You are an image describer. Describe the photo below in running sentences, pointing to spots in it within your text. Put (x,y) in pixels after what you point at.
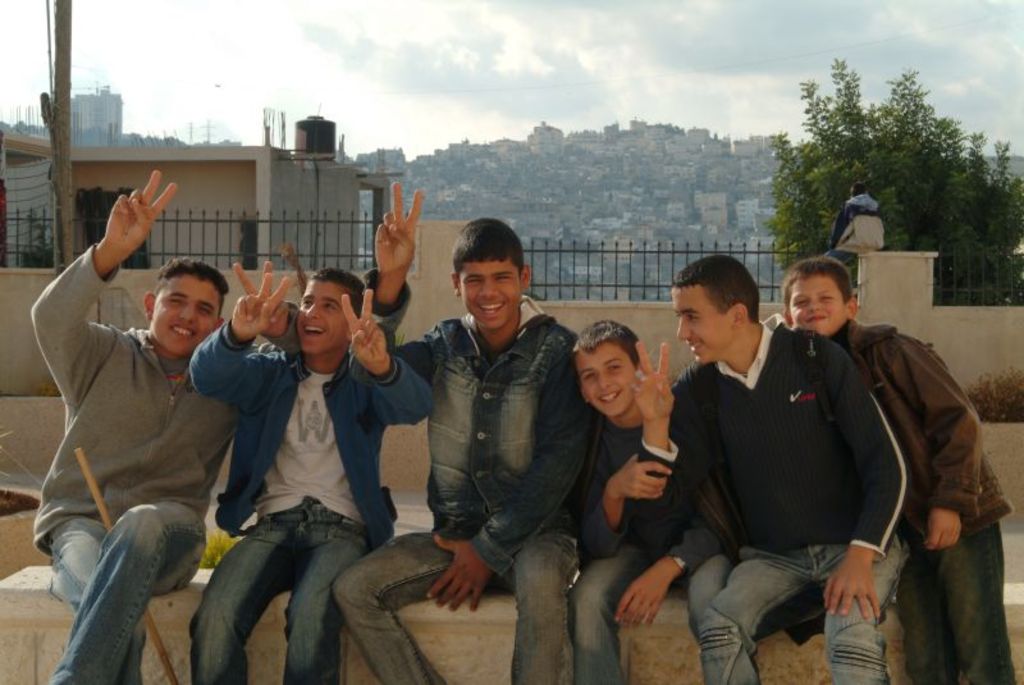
In the center of the image (506,247) there are boys (146,227) sitting and laughing. At the background of the image (365,164) there are houses (205,191). There is a tree (819,147). At the top of the image (542,62) there is sky (460,70).
